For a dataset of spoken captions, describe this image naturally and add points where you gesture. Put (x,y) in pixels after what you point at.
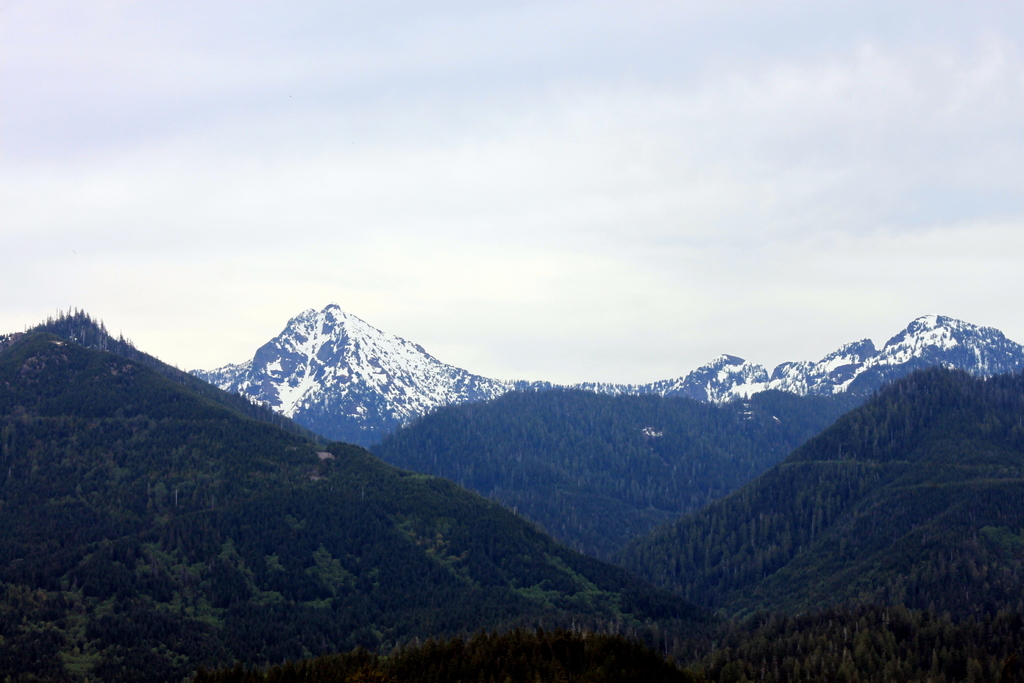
In this image in the foreground (917,469) and background (911,417) there are trees (752,421) and mountains (806,506), at the top of the image (318,152) there is sky (660,152).
